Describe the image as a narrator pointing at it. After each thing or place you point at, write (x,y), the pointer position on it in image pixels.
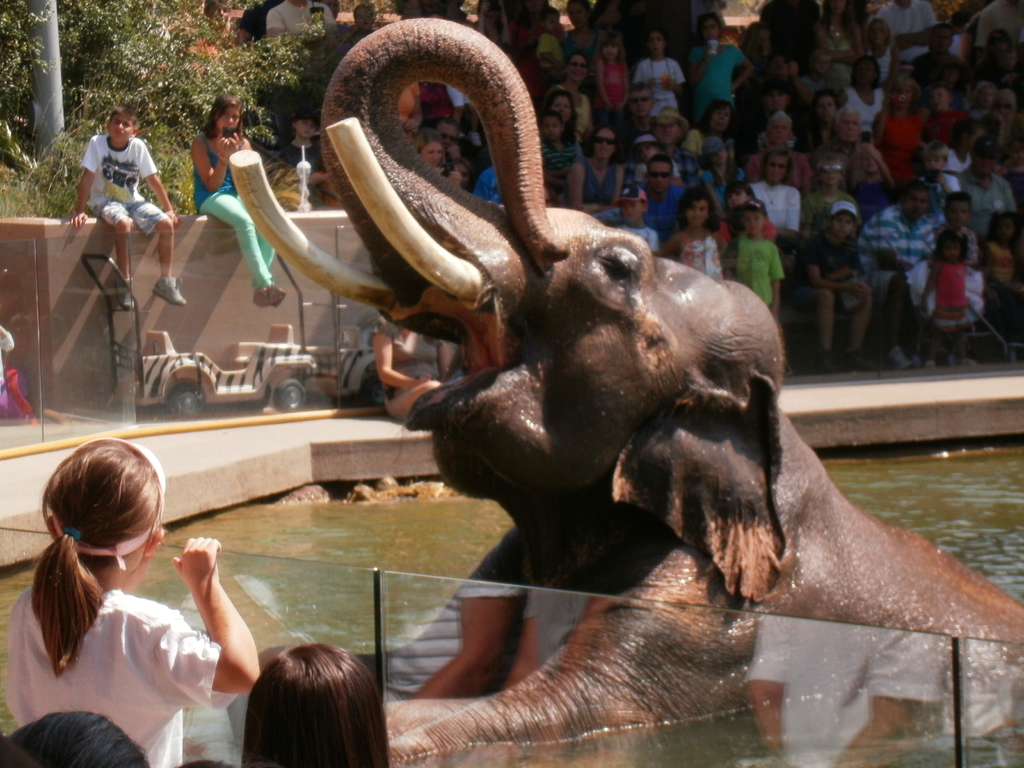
There is an elephant (551,377) opened her mouth (491,363) in water (255,516) and there are audience (678,154) on the either side watching it.
